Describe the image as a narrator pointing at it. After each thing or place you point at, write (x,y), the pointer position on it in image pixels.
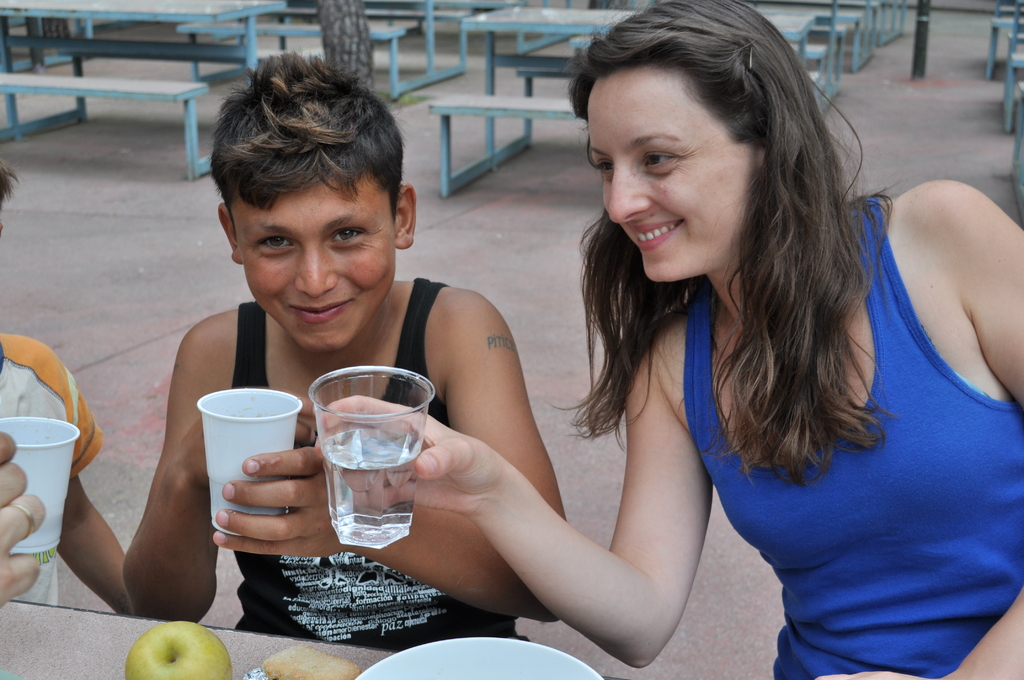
Here we can see three persons (602,434). They are holding glasses (216,395) with their hands (337,516) and they are smiling. This is floor (78,251) and there are benches (283,2). Here we can see a bowl (436,662) and an apple (133,665) on a surface (144,627).
